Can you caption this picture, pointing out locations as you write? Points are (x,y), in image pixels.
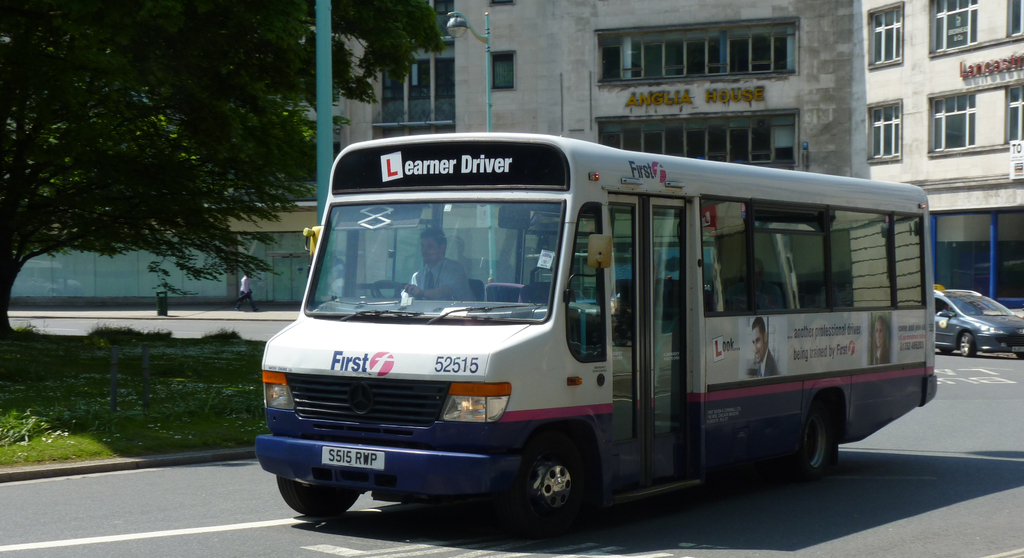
In this image we can see a motor vehicle (694,173) and a person (433,262) in it on the road (198,490). In the background (177,383) we can see grass (138,366), shrubs (110,334), tree (161,71), poles (328,67), street lights (467,27), buildings (577,78) and name boards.
